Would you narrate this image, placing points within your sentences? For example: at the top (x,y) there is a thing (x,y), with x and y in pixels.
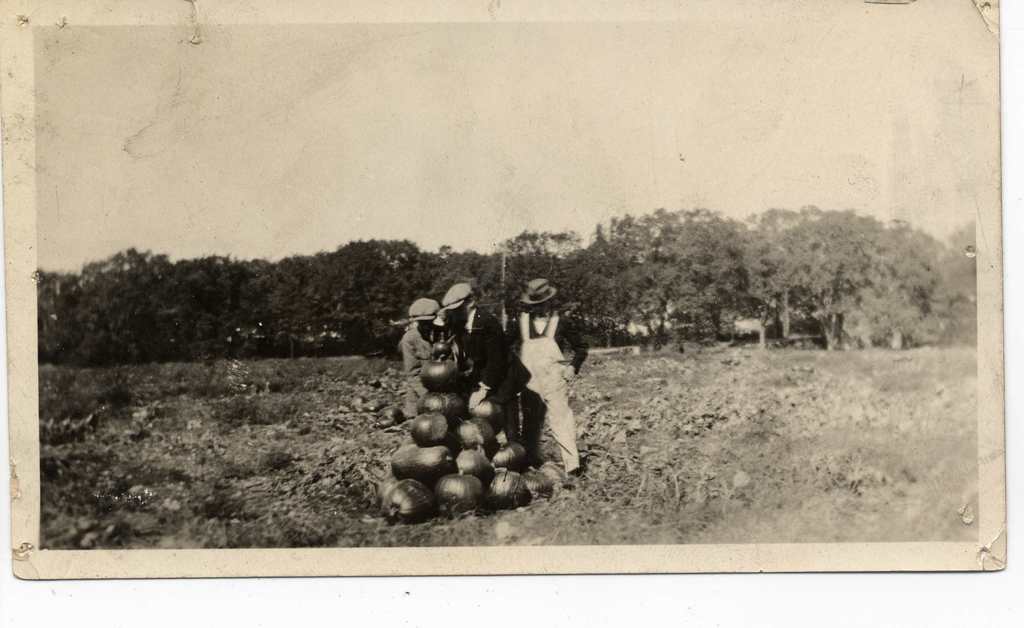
This is a black and white picture. In the foreground of the picture (466,386) there are pumpkins (438,417) and people (501,352). In this picture there are plants (339,437). In the background (502,279) there are trees (736,242) and sky (476,74).
